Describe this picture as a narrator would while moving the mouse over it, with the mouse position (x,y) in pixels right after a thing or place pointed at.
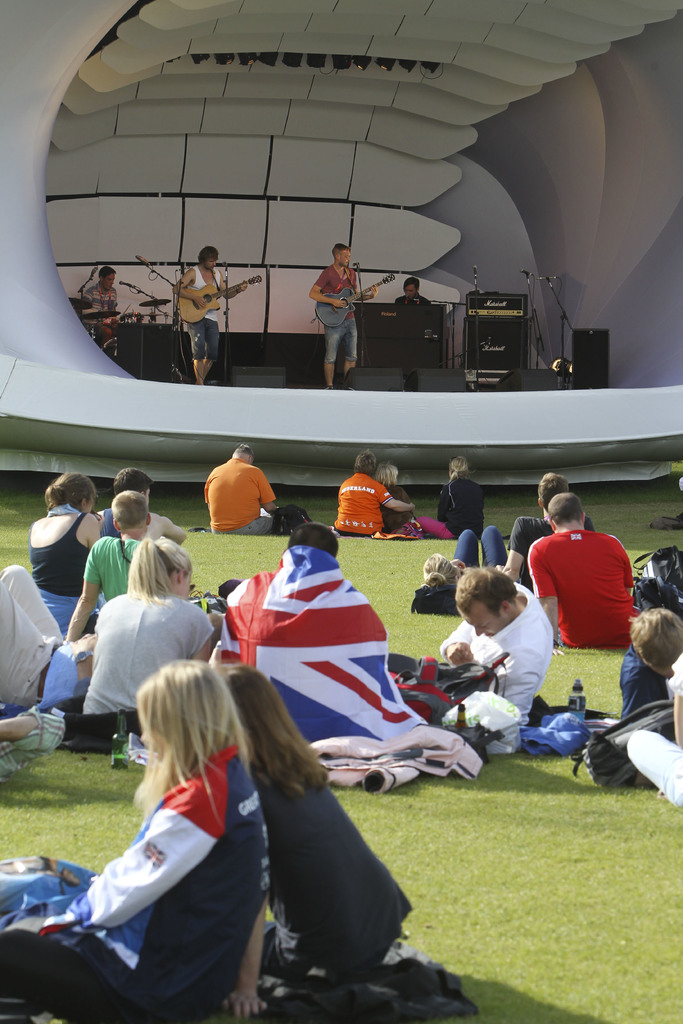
There are groups of people (270,674) sitting on the grass (429,867). This looks like a stage (21,232). I can see two people (222,287) standing and playing guitar (350,295). Here is a person (110,298) sitting and playing the drums (94,315). These are the speakers (134,327). I can see another person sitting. These are the mikes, which are attached to the mike stands (552,289). I think these are the show lights (379,62), which are at the top (296,59).
